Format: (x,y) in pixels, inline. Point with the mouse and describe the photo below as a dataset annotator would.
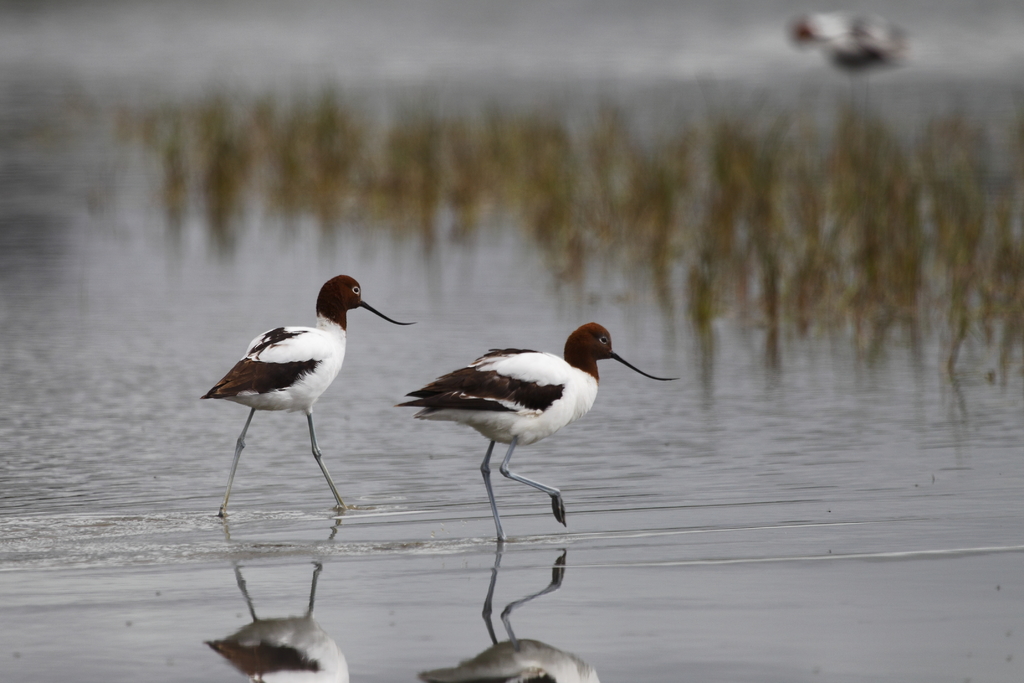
In the image I can see two birds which are in the water (181,252) and also I can see some plants (647,248) to the side.
